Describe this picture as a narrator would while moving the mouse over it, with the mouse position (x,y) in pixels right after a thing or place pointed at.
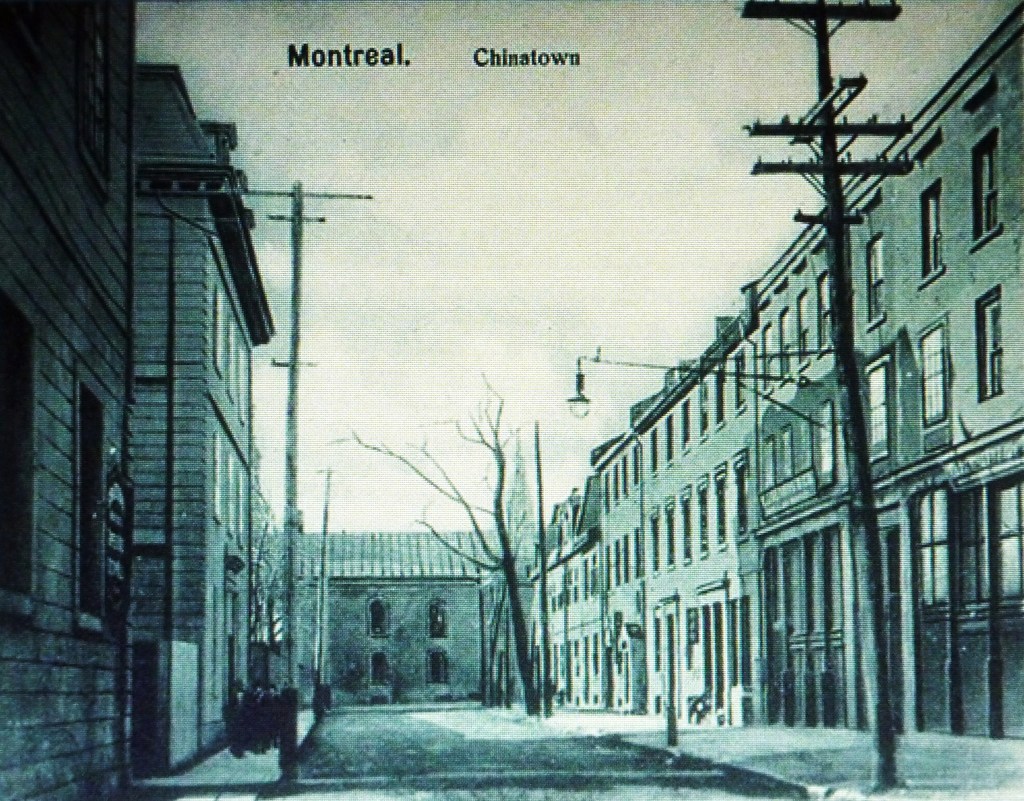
In this image there is a black and white picture. In this picture there are buildings (889,473), poles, light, bare trees (524,644) and the sky (509,224). Something is written on the picture.
